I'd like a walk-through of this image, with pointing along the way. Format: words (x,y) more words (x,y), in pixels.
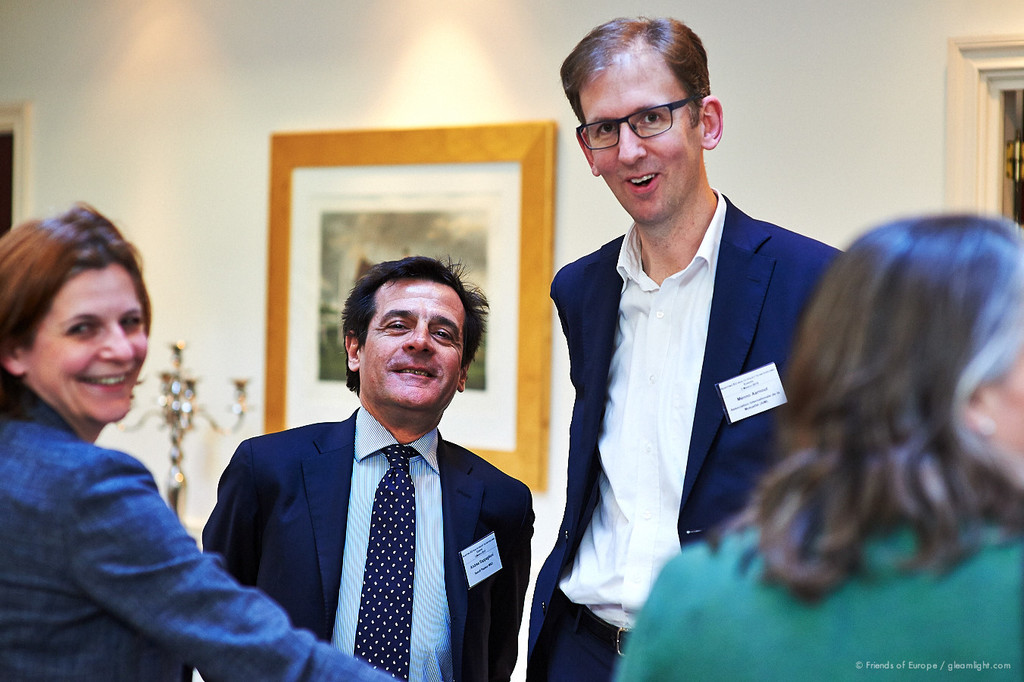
In this image, in the middle (395,409) there is a man (415,493), he wears a suit (472,522), shirt (426,551), tie (398,518) and there is a man (736,395), he wears a suit (729,441), shirt (599,534), trouser (555,646). On the right (932,547) there is a woman (850,473). On the left (87,438) there is a woman (87,438). In the background (320,369) there are photo frames (436,255), lights (191,389) and a wall (198,351).
